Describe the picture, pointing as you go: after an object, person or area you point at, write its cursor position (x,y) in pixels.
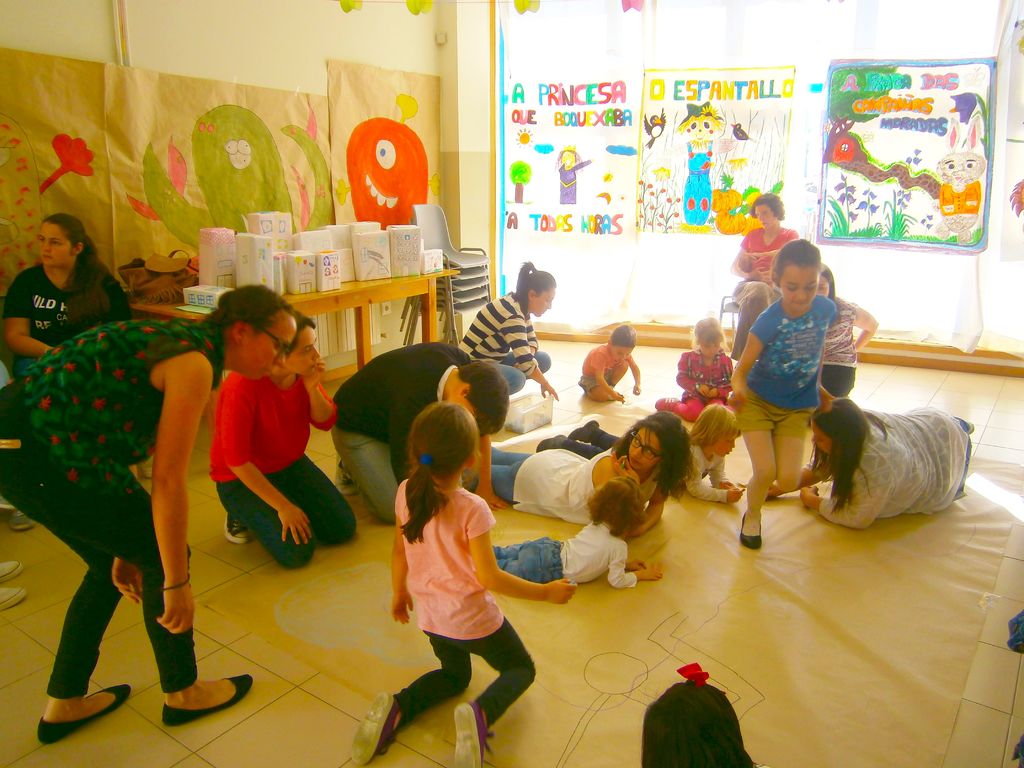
In the center of the image (487,467) there are many persons (702,451) on the mat (572,602). In the background (469,293) there are chairs (469,293), table (428,291), objects (302,287), posters (507,181) and wall (469,94).
